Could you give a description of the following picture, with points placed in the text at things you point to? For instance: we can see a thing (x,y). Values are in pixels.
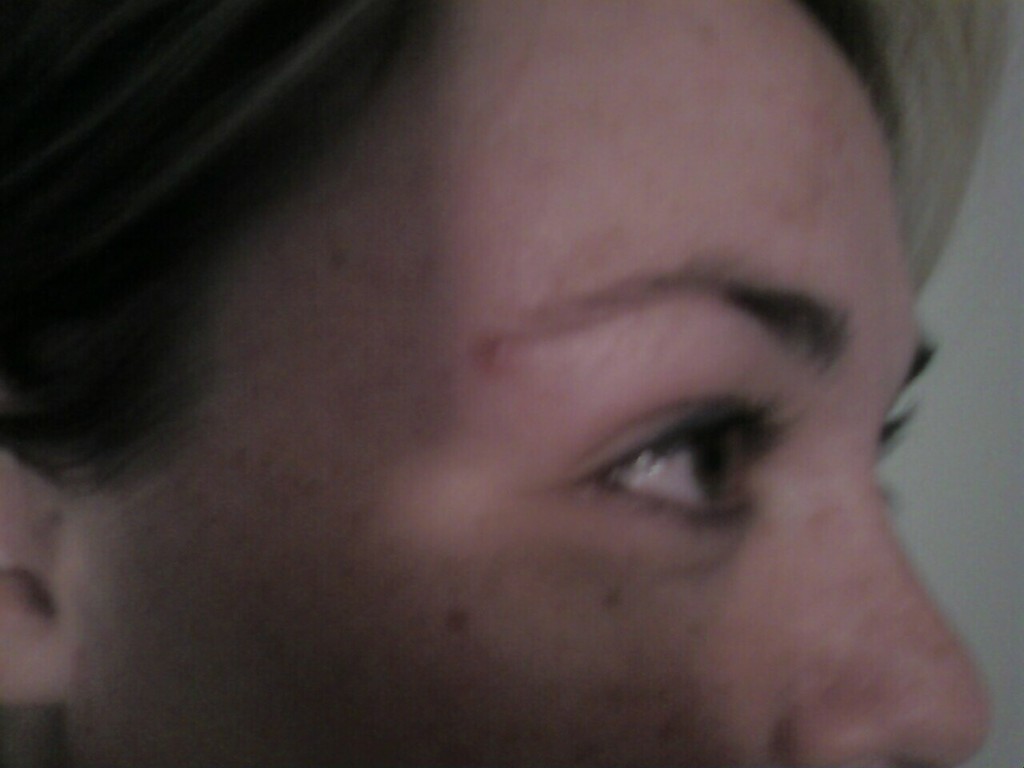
In this picture, we see the face (322,434) of the person (506,466). Only a single eye (664,495), eyebrow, nose (921,722), ear (48,500) and hairs (222,152) are visible. On the right side (980,426), we see a wall (946,478) in white color.
